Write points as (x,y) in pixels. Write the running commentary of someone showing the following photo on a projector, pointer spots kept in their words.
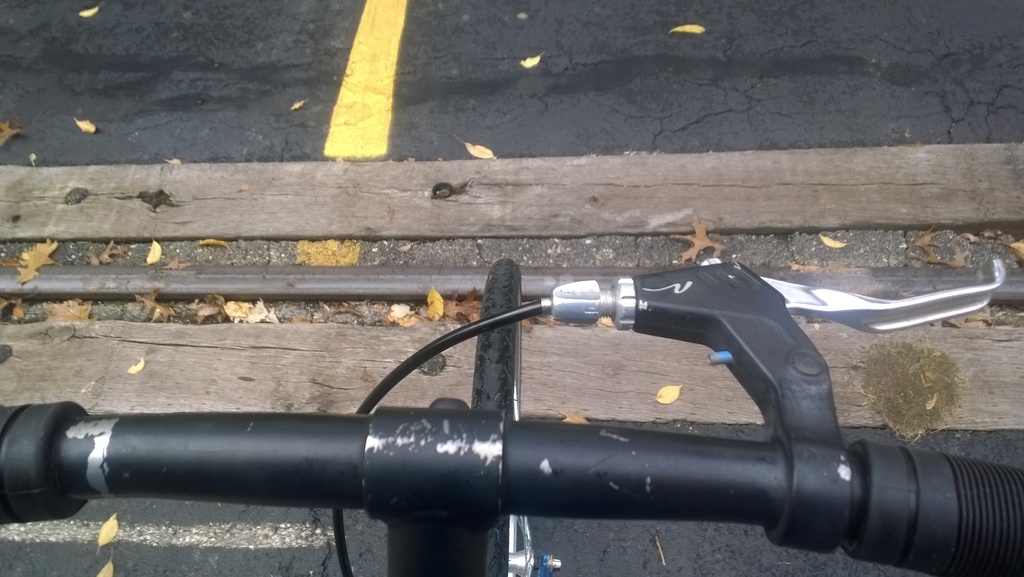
In this image in the foreground (491,451) there is a bicycle (381,478). This is a road (433,90). On the ground (271,264) there are dried leaves (159,308).
